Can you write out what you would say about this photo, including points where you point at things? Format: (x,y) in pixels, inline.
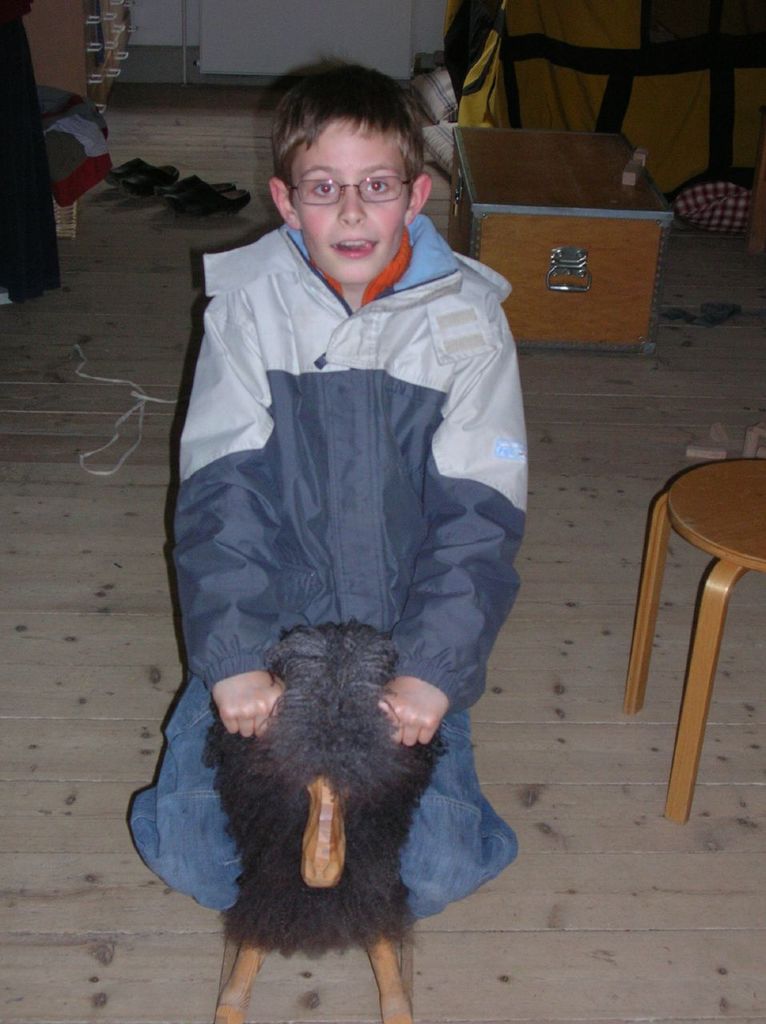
In this picture there is a boy (234,855) who is sitting on a toy horse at the center of the image (497,596), there is a box (587,326) behind the boy (417,167) and there is a stool (676,805) at the right side of the image (754,479) and two pair of shoes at the left side of the image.
